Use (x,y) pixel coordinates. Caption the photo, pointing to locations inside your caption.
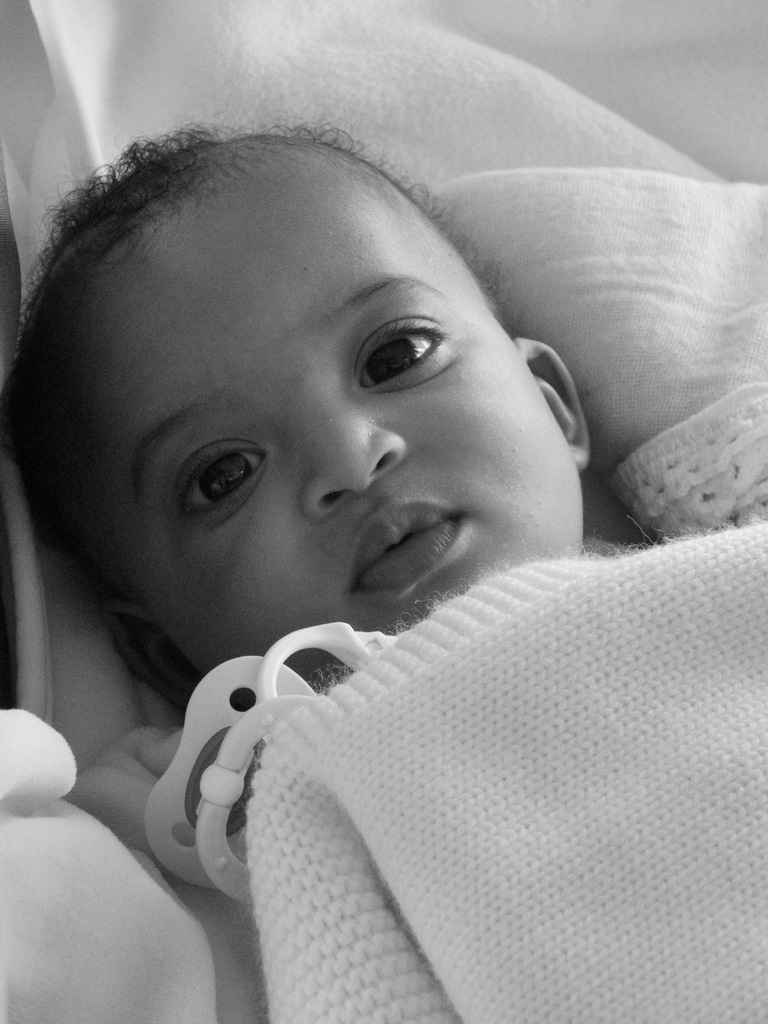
In the center of the image (389,518) we can see a baby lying on the bed (566,298). At the bottom (512,1018) there is a blanket (496,706).
